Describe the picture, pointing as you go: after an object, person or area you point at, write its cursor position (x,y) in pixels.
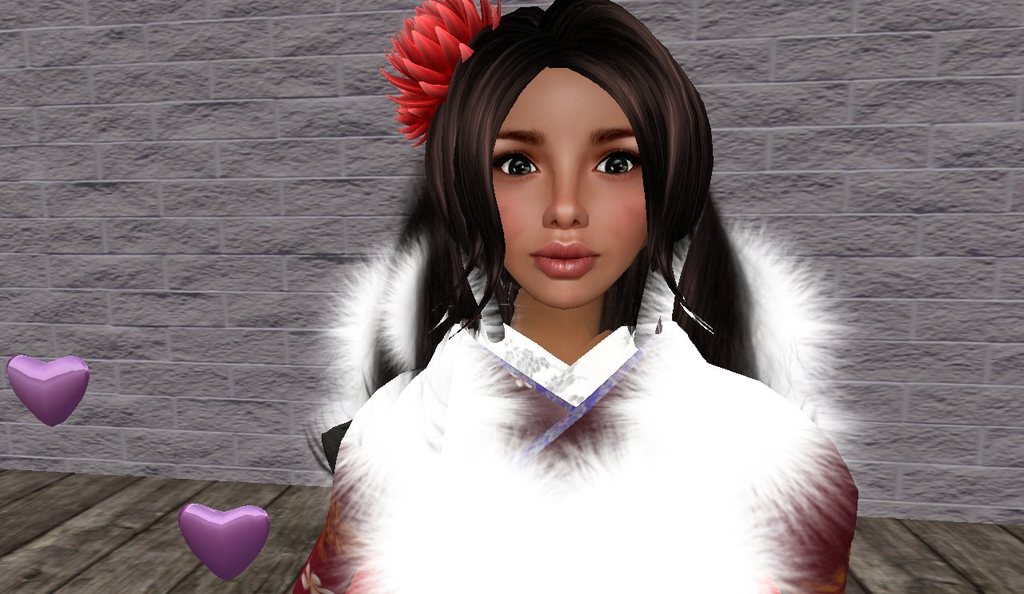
In this picture I can observe a graphic. There is a girl (479,375) wearing maroon and white color dress (454,442). I can observe red color flower (428,76) in her hair (471,121). On the left side (55,398) there are two purple color heart symbols (65,410). In the background (173,362) there is a wall (765,122) which is in grey color.
